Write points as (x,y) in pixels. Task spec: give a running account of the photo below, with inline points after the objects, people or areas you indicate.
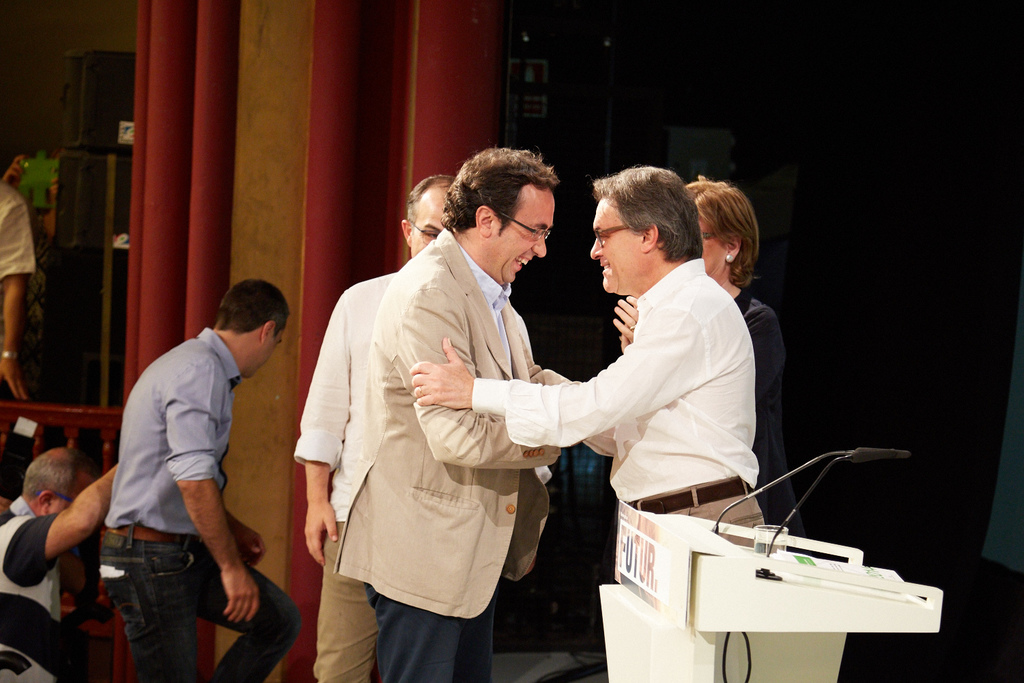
There are many people (349,431) in this image. Few (552,370) are wearing specs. Also there is a podium (696,607) with mics (764,492), glass (772,532) and paper (788,560). On the podium (777,569) there is a board (623,563) with something written. In the back (386,257) there is a red color object (167,211). Also there are boxes (73,303). And there is a wooden railing (66,425).
